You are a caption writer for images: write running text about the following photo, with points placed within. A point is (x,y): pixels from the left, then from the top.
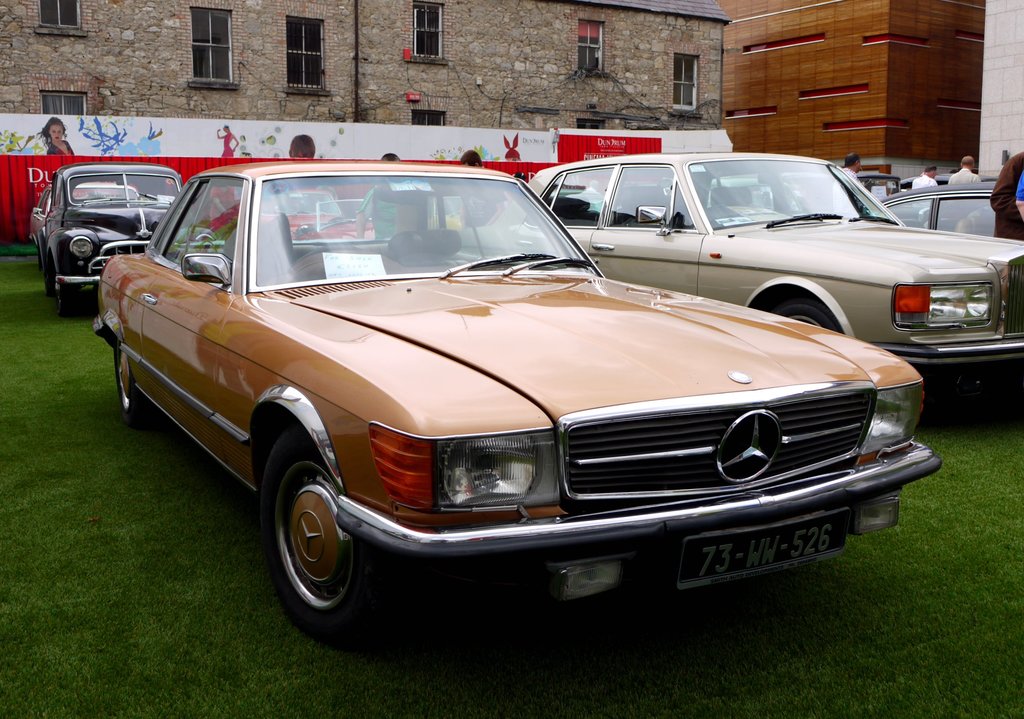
In this image we can see cars (853,353) on the ground (958,487) and there are few people (1020,177). In the background (195,119) we can see hoardings (347,125), windows (593,28), and buildings (868,140).
